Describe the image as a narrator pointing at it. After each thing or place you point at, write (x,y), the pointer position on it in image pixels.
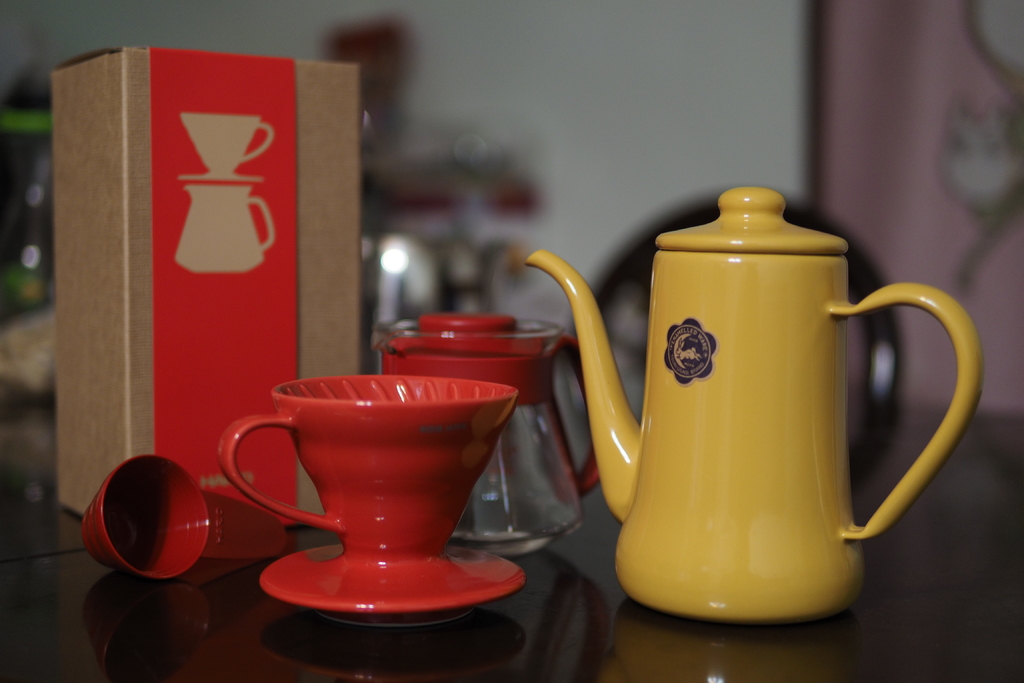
In this picture we can see mug (333,455), cups (347,449) and one box (149,291) placed in one place.
